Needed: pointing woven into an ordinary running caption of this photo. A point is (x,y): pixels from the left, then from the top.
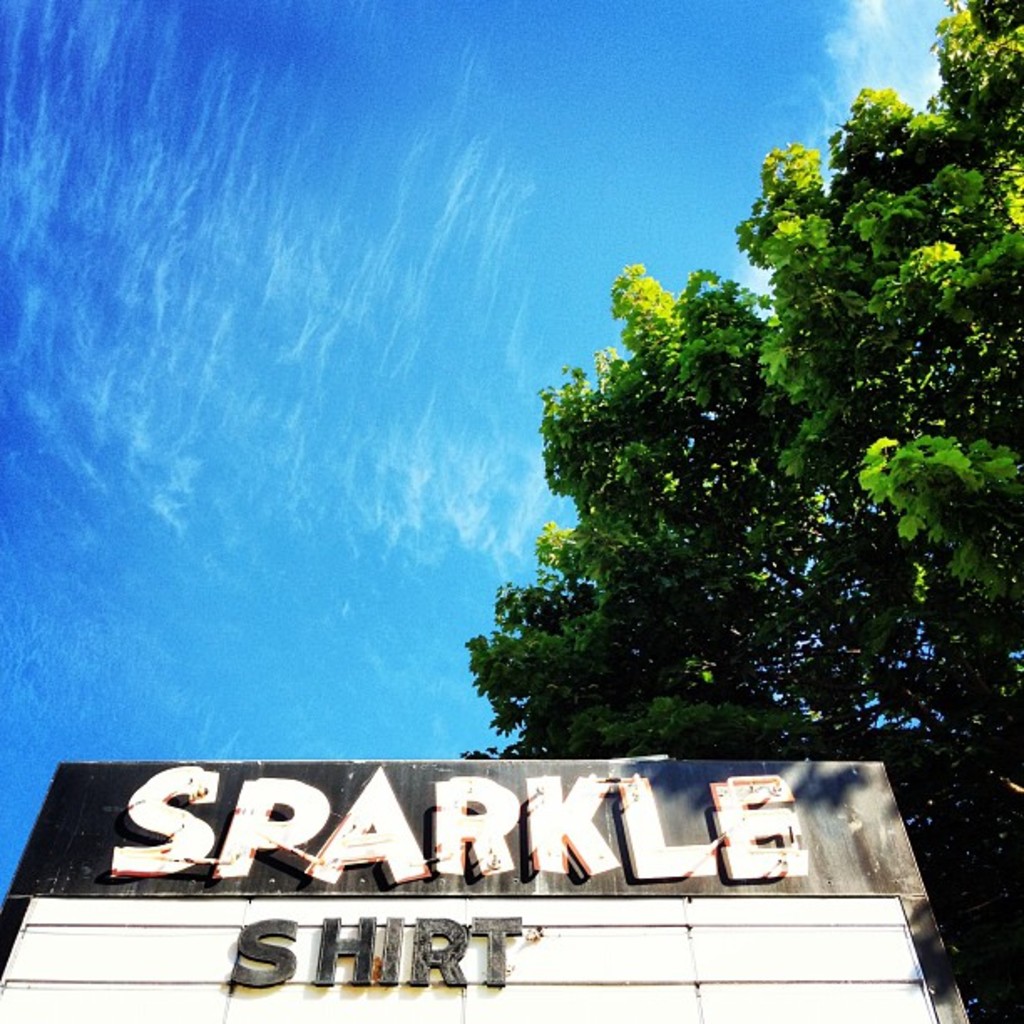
In this image I can see the board (616,871) in black and white color. In the background (714,555) I can see few trees (855,553) in green color and the sky (446,222) is in blue and white color.
